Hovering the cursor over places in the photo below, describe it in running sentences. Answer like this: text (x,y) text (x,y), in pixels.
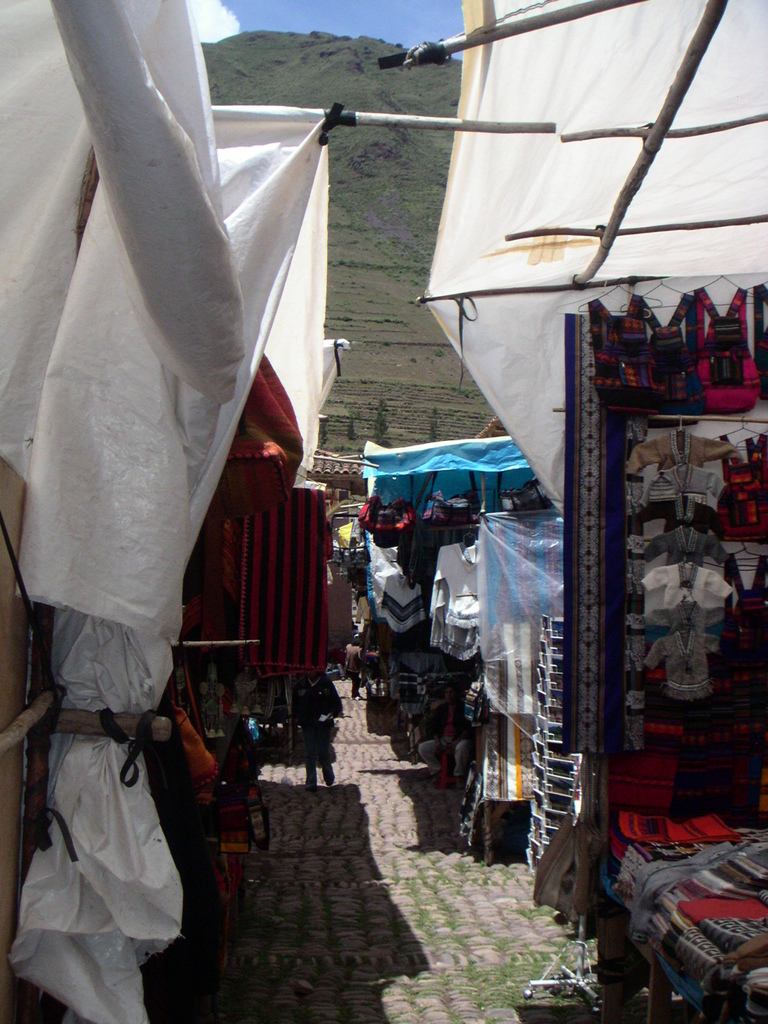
In this image we can see there are few stalls (31,408). In the background (290,69) there is a mountain (322,94) and a sky (306,21).
